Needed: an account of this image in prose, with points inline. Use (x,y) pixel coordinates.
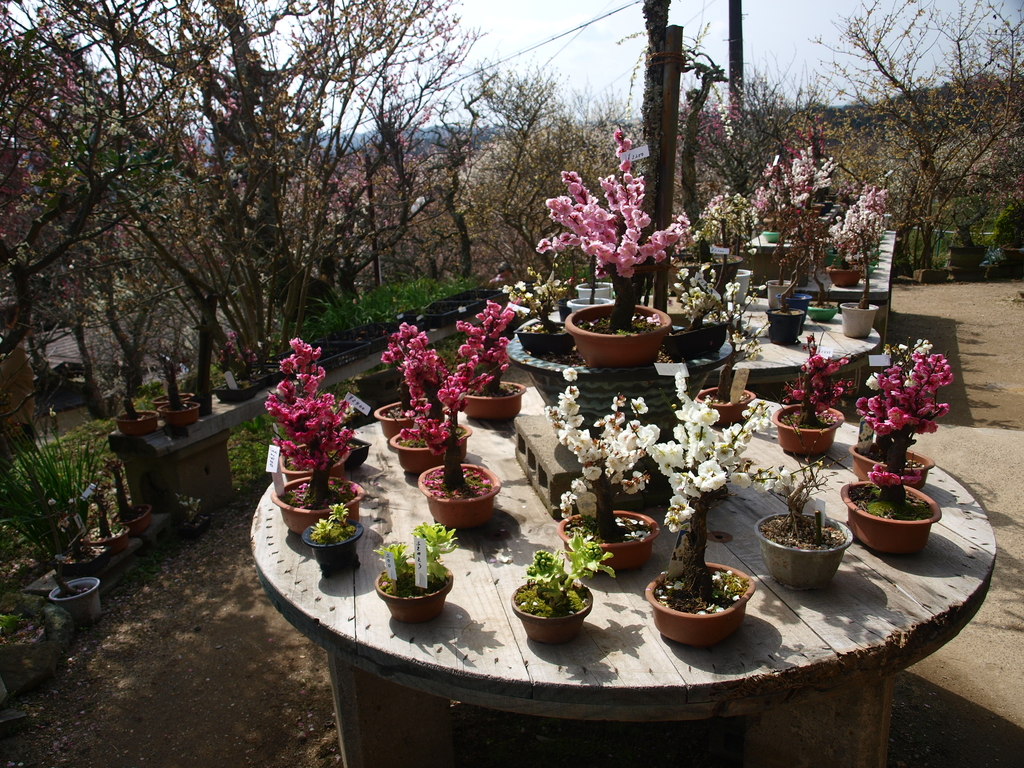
In this picture we can observe some flower plants (813,407) placed on the wooden table (495,554). There are some plant pots (526,372) on the table (492,420). We can observe pink and white color flowers (661,443). In the background (545,184) there are some plants (512,166) and a sky (569,61).
